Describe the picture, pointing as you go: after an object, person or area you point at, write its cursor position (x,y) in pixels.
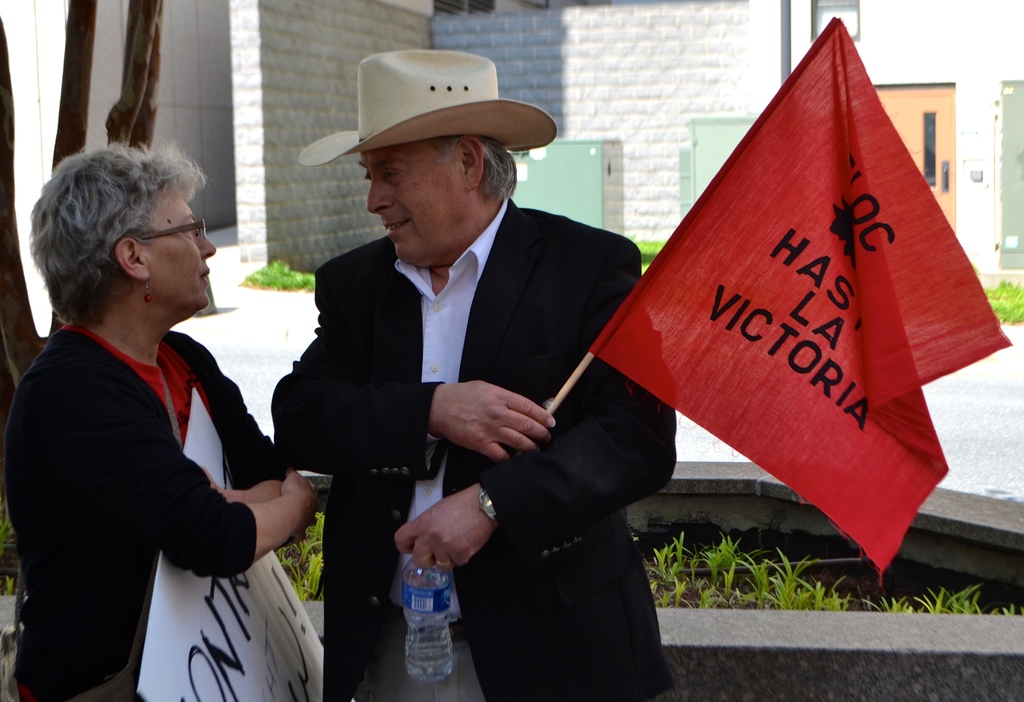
In the foreground of this image (439,355), there is a man (439,394) wearing coat (549,270) and hat (490,93) on his head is holding a flag (684,332) and bottle (427,605) in his hands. Beside him, there is a woman (105,477) holding a white sheet like an object (194,642). Behind them, there is grass (749,580) and a tree (152,62) on the left (152,62). In the background (585,18), there is a building (911,43), door (950,114), few green color objects (590,168), grass (1012,304) and the road (976,410).
